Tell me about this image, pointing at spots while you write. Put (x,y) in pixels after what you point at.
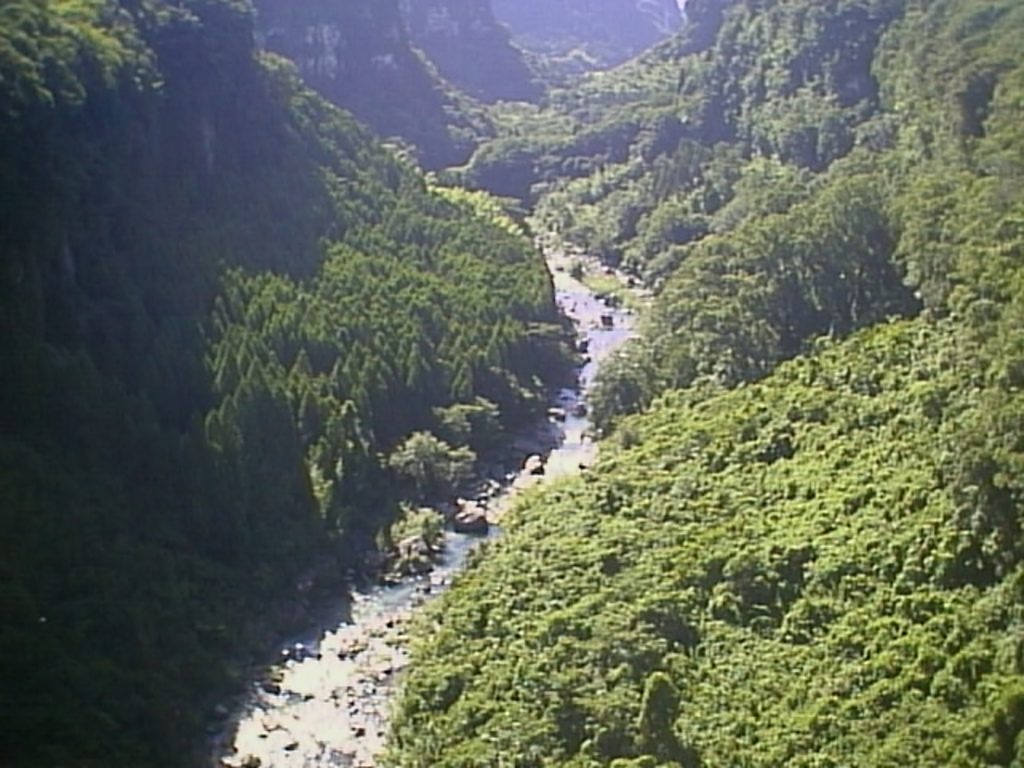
In this picture it looks like a river valley (579,352) surrounded by tall trees (272,258) and mountains (365,6).
